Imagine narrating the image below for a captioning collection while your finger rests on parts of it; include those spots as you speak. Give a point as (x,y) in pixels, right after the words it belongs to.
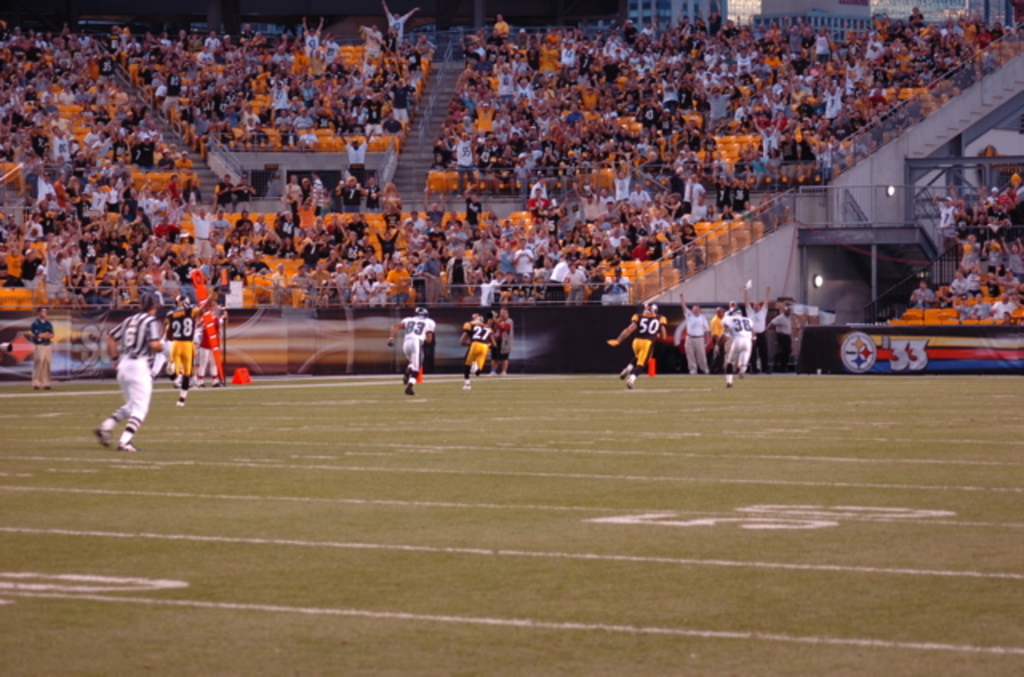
In this image there are a group of people (754,324) who are playing something, at the bottom (202,499) there is ground (918,438). And in the background (575,208) there are a group of people (507,166) who are sitting, and there are some stairs (445,75), railing (938,106) and some lights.
